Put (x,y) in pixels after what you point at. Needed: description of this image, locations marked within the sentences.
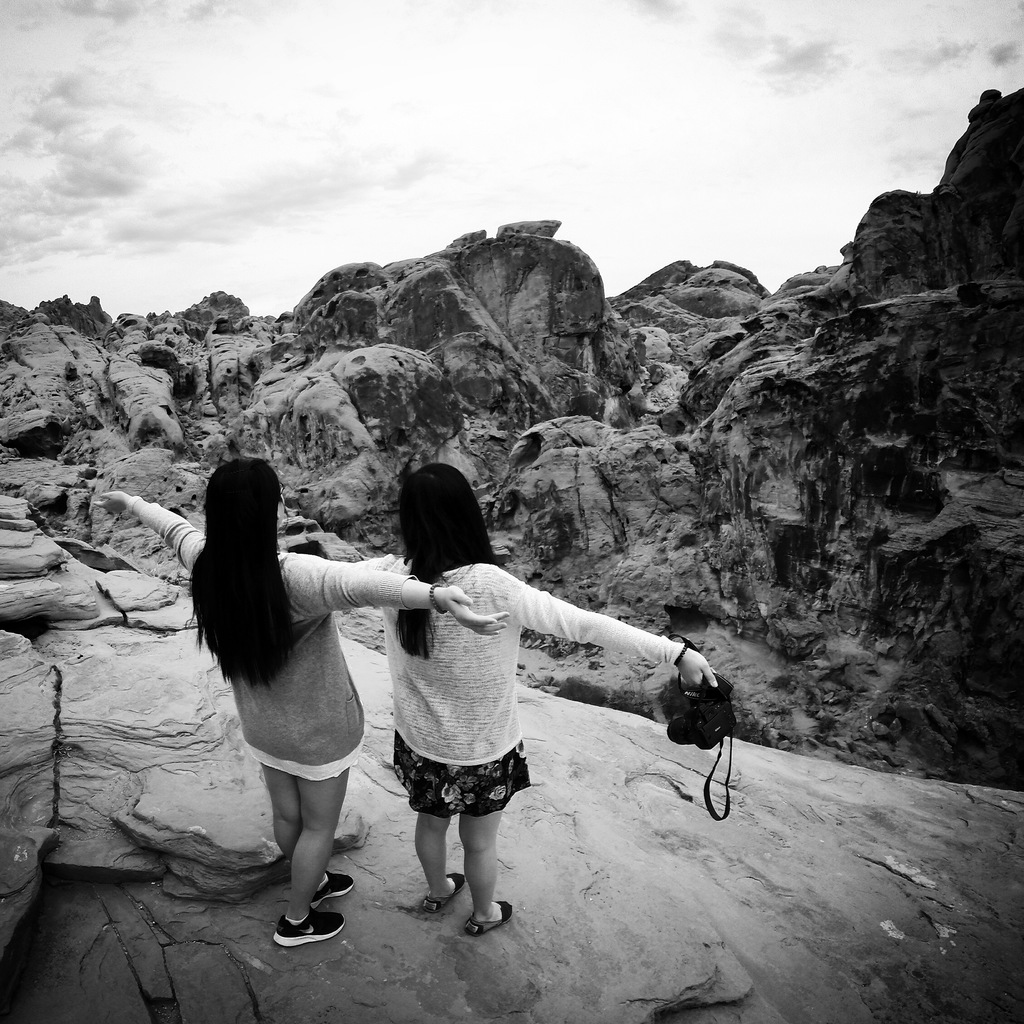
In this picture there are two women (421,652) who are standing above the mountain (568,864). On the right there is a woman (409,629) who is holding a camera (706,723), beside her we can see another woman (304,674) who is wearing sweater (307,690), short (346,775) and sneakers (327,917). In the background (216,326) we can see the mountains (574,340). At the top (485,63) we can see sky (516,60) and clouds (704,6).
